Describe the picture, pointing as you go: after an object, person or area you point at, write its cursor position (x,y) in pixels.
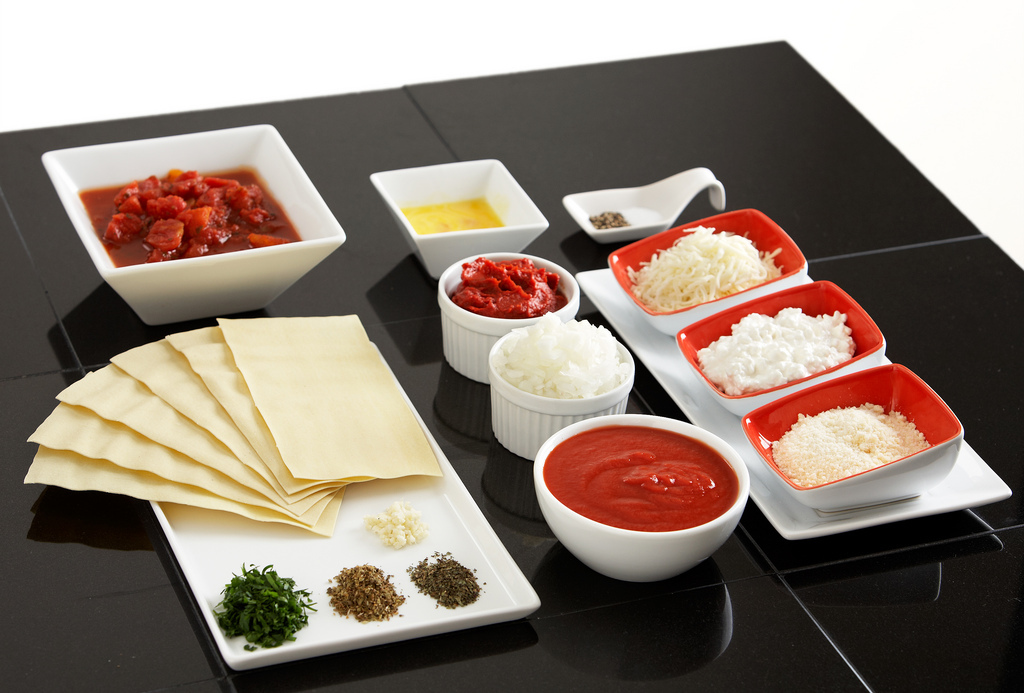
In the image there is a black surface (397,295). On the surface (601,146) there is a tray (189,514) with food items (337,454) in it. Behind the tray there is a bowl (121,168) with tomatoes (178,227) in it. Beside them there are bowls (432,232) with food items (432,225). Beside the bowls (444,199) there is a tray (592,285) with bowls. Inside the bowls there is cheese (711,265) and some other food items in it. And also there is a spoon (630,228) with an item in it.
